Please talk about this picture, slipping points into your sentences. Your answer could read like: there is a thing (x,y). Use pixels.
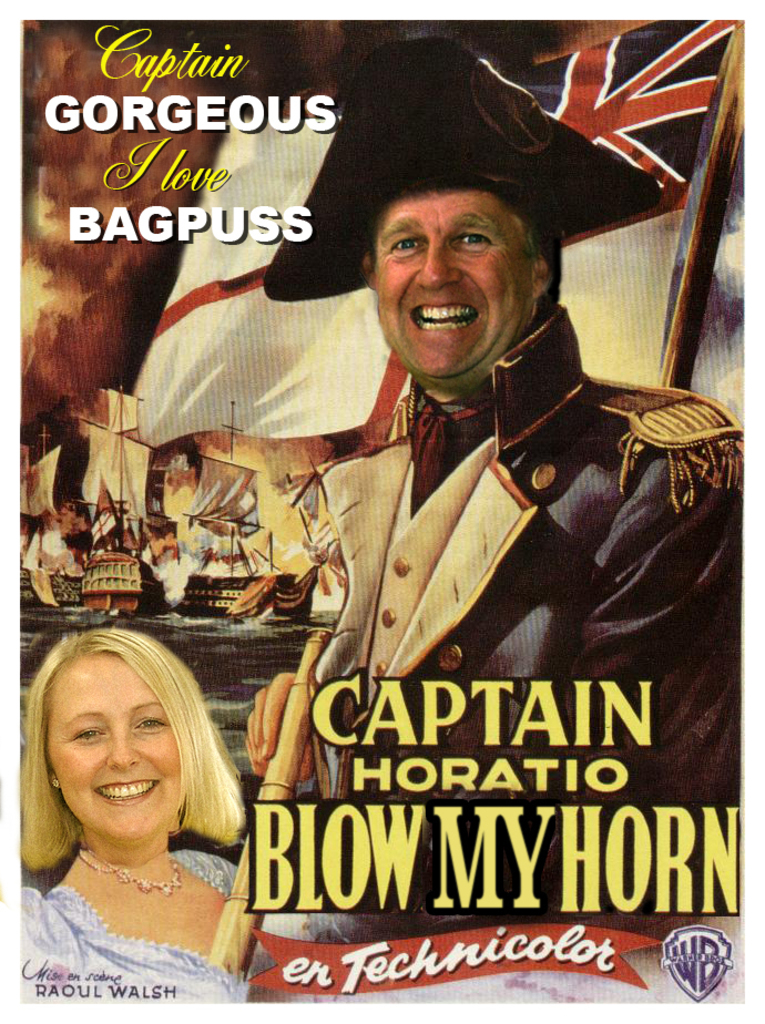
In the picture we can see a poster (260,669) with a name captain with Horatio in Techni color and we can see a captain (671,657) and woman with cream color hair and behind them we can see some boats (198,454) and flags (688,60) to the poles (726,95).
